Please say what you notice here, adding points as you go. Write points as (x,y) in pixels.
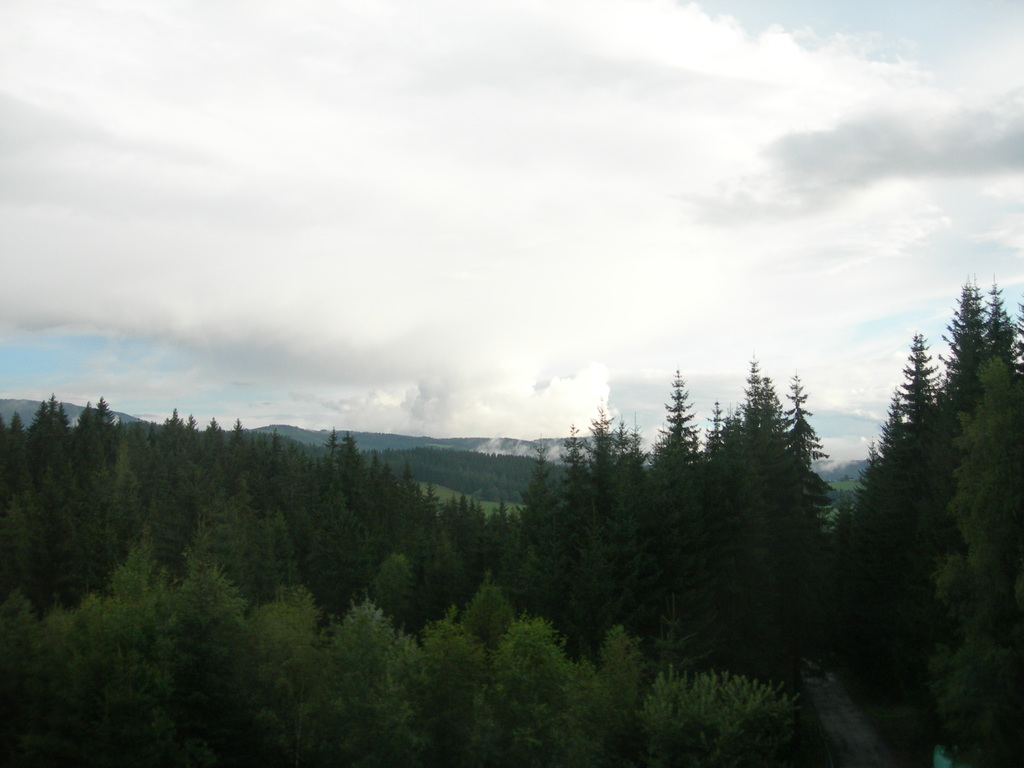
In this image I can see trees (471,664) in green color, background (582,429) I can see mountains (273,429) and the sky (362,135) is in blue and white color.
